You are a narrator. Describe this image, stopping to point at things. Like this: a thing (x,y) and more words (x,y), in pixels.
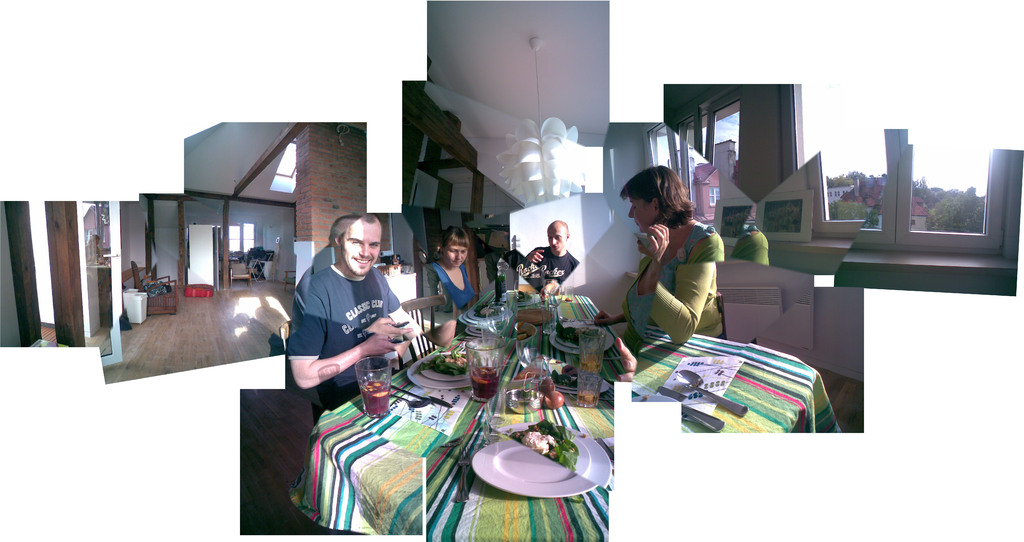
As we can see in the image there is a wall (296,192), few people (349,236) sitting over here and there is a table (508,426). On table (543,538) there is a plate (530,474), bowl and glass (474,380).
